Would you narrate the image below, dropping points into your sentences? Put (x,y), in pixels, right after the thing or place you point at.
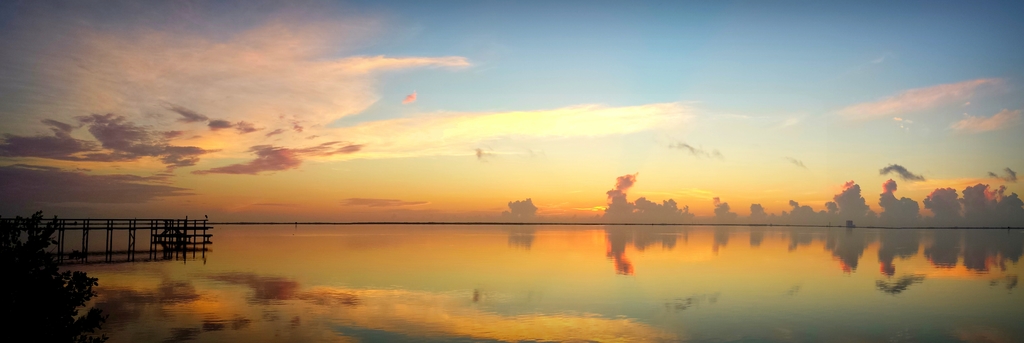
As we can see in the image there is water (514,249), fence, plants (39,231), sky (192,77), trees (31,269) and clouds (172,121).
